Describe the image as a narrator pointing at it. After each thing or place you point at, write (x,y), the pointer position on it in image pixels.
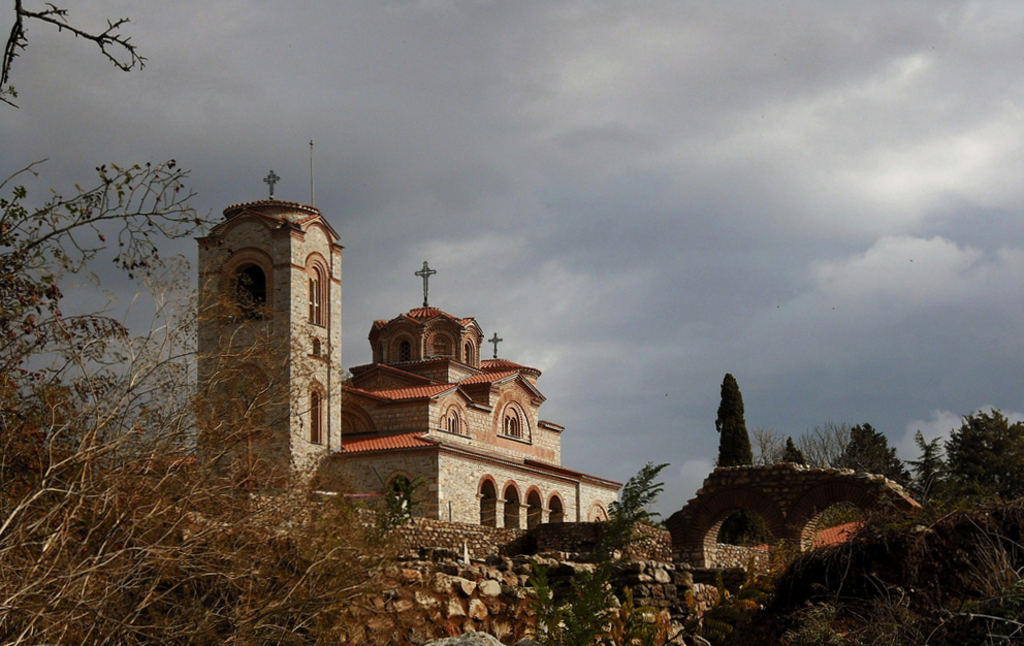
Sky (568,148) is cloudy. Building (328,357) with windows (311,312). Here we can see trees (934,448).
